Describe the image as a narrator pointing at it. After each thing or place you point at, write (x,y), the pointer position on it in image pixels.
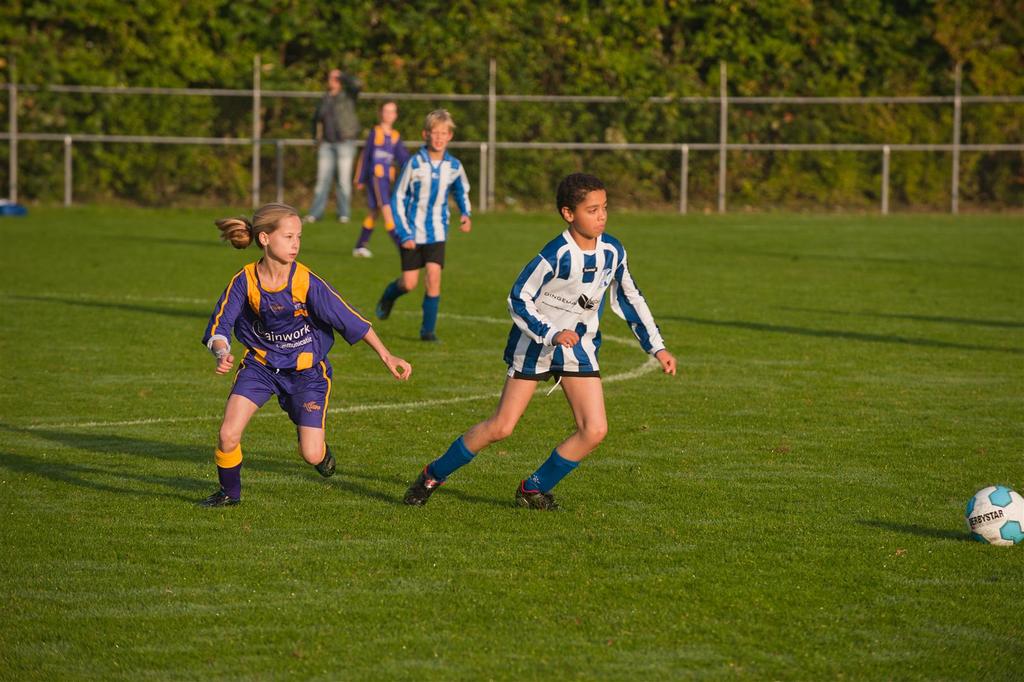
In this picture I can see few persons (308,278) in the middle (581,430), they are playing the football (1009,516), on the right side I can see a football (996,530), in the background (1010,45) there are iron rods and trees (485,40).
